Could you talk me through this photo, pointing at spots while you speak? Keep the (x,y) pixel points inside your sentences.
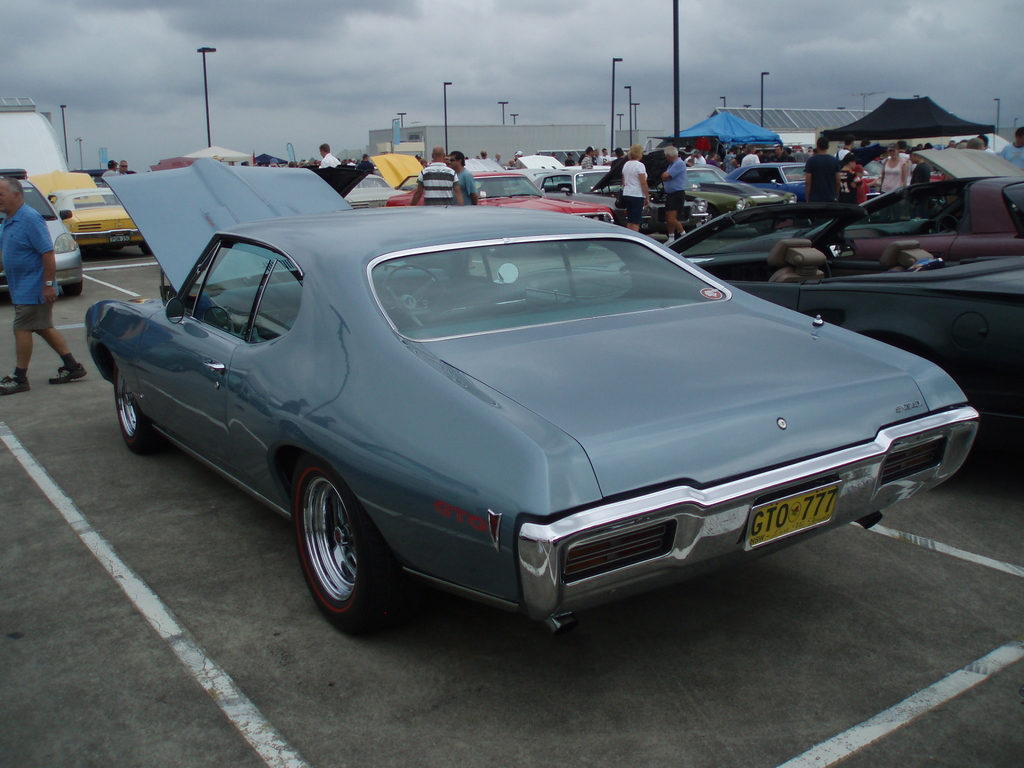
In the center of the image (493,304) we can see cars (541,496) on the road (604,654). In the background (596,187) we can see persons (17,233), cars (400,193), buildings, poles (204,57), sky (336,60) and clouds (389,54).
